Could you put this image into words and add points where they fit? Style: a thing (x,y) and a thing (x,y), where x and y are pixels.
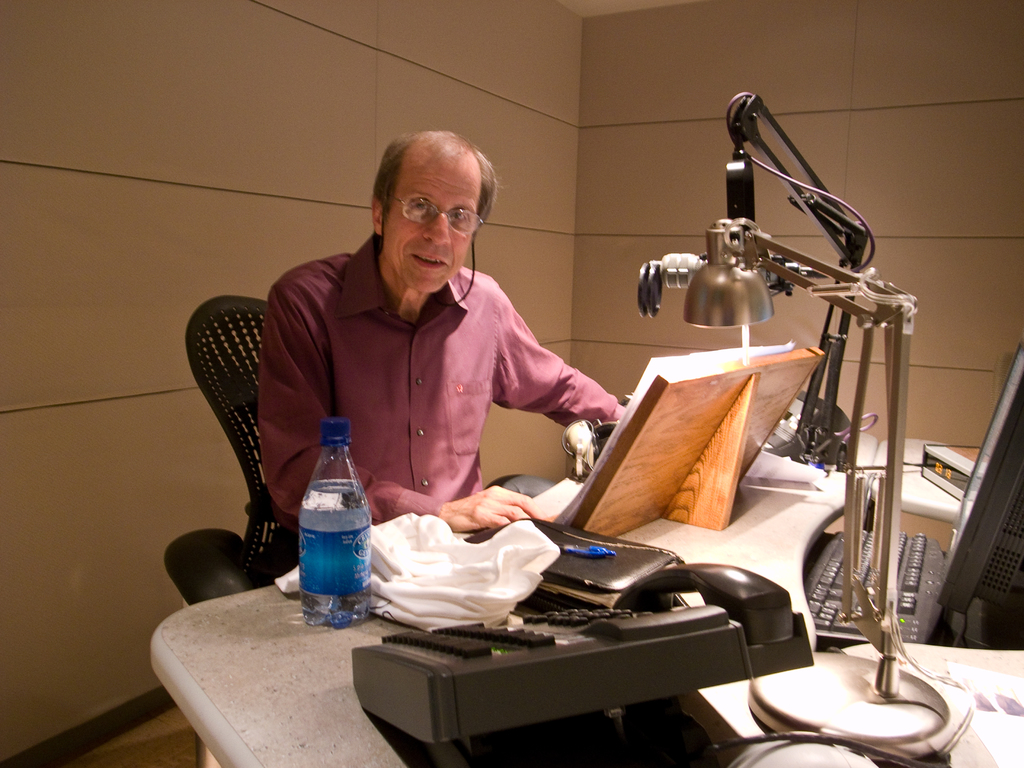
This picture shows a man (374,432) sitting in the chair (225,367) in front of a table (774,547) on which telephone (487,652), files (584,541), cloth (390,556), water bottle (353,533) and a lamp (710,239) is placed. There's a computer (945,559) on the table (812,525) too. The man (471,231) is wearing a spectacles (462,220). In the background (504,85) there is a wall (470,85).
